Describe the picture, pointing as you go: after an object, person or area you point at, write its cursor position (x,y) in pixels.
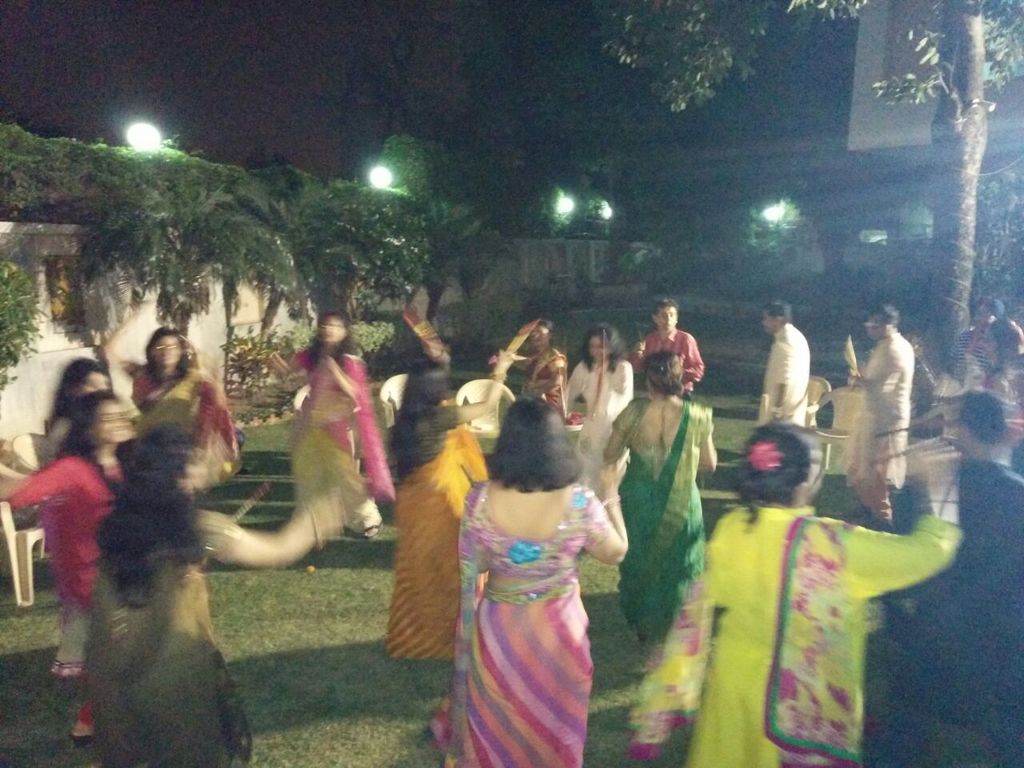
In this image I can see group of people (720,660) dancing. In front (564,579) the person (543,574) is wearing multi color saree (526,572), background (149,189) I can see trees (308,179) and plants (125,237) in green color and I can see few lights (782,218).
